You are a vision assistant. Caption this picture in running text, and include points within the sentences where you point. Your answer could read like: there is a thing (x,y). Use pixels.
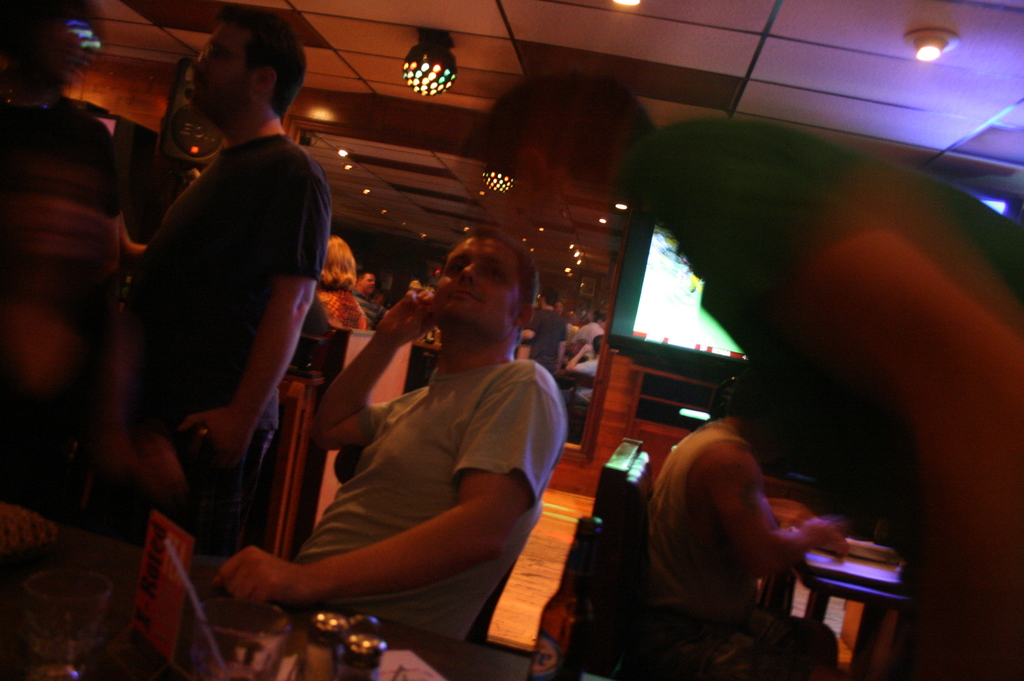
In this image we can see group of people (925,626) standing, some people (481,578) are sitting on chairs (350,363). In the bottom left corner of the image (176,655) we can see some glasses (248,673), bottles (343,655), board (177,637) with some text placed on the table (492,661). In the background (677,335), we can see a screen (700,336) and a speaker box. At the top of the image (309,50) we can see some lights (412,61) on the roof (579,58).
